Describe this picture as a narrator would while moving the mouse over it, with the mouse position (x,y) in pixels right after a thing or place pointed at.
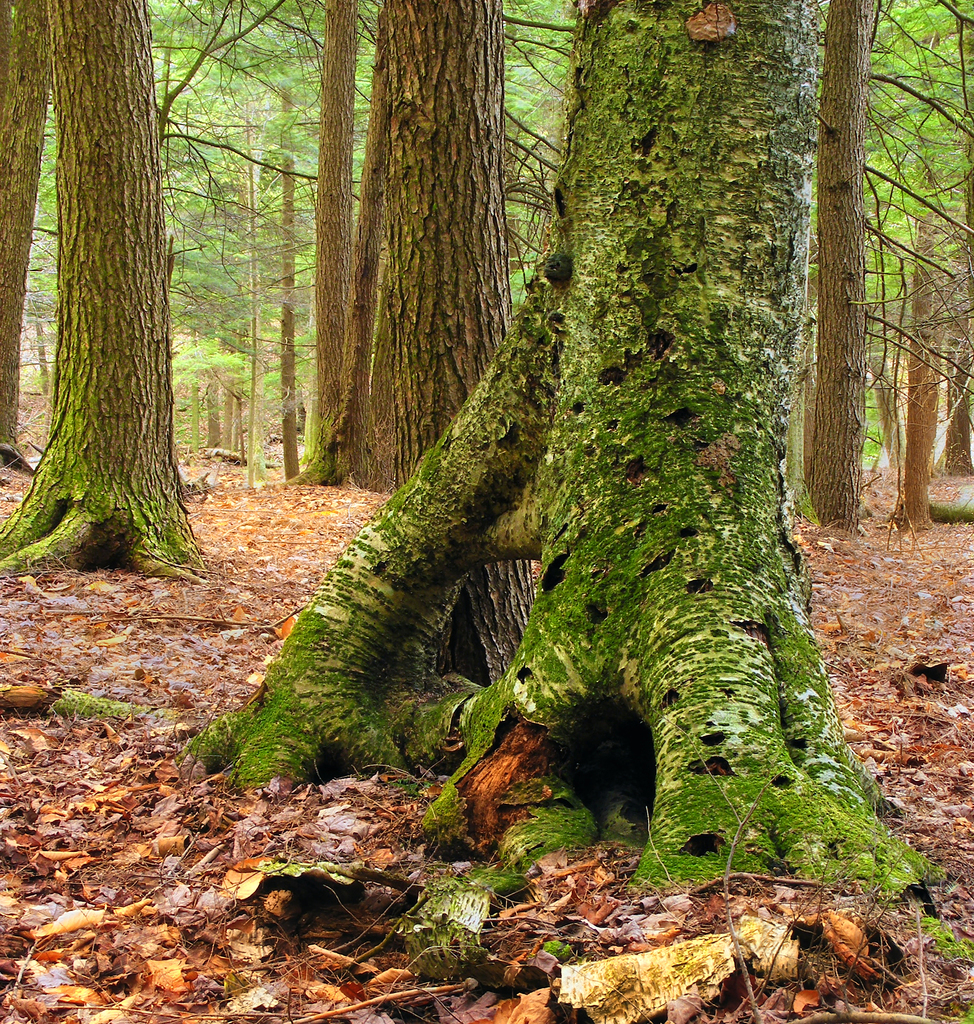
In this picture we can see some dry leaves (215,953) on the ground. There are a few tree trunks (390,450) and some trees (370,180) in the background (961,125).
